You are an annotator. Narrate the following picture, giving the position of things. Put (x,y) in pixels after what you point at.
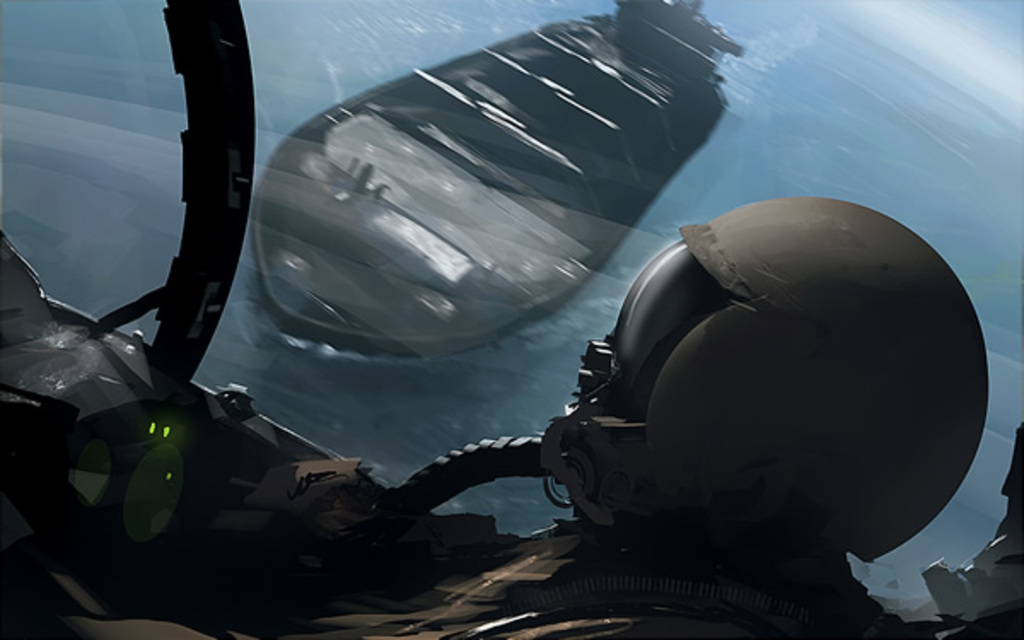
In this image we can see a person (708,422) with helmet (695,416) inside a vehicle (187,462) which looks like a aircraft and through the window (881,81) we can see a ship (645,122) on the water (821,146).
